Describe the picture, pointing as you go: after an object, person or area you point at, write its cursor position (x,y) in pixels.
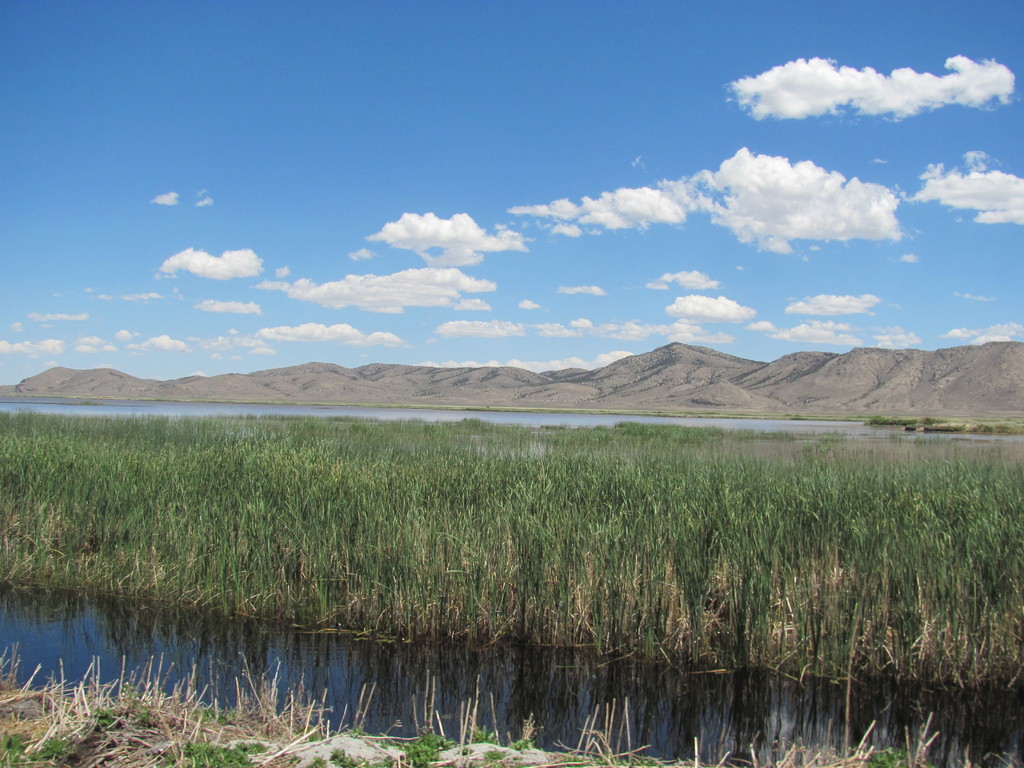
In this image we can see the water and grass (431,524). Behind the water (596,419) we can see the mountains (429,403). At the top (607,234) we can see the cloudy sky (491,221).
